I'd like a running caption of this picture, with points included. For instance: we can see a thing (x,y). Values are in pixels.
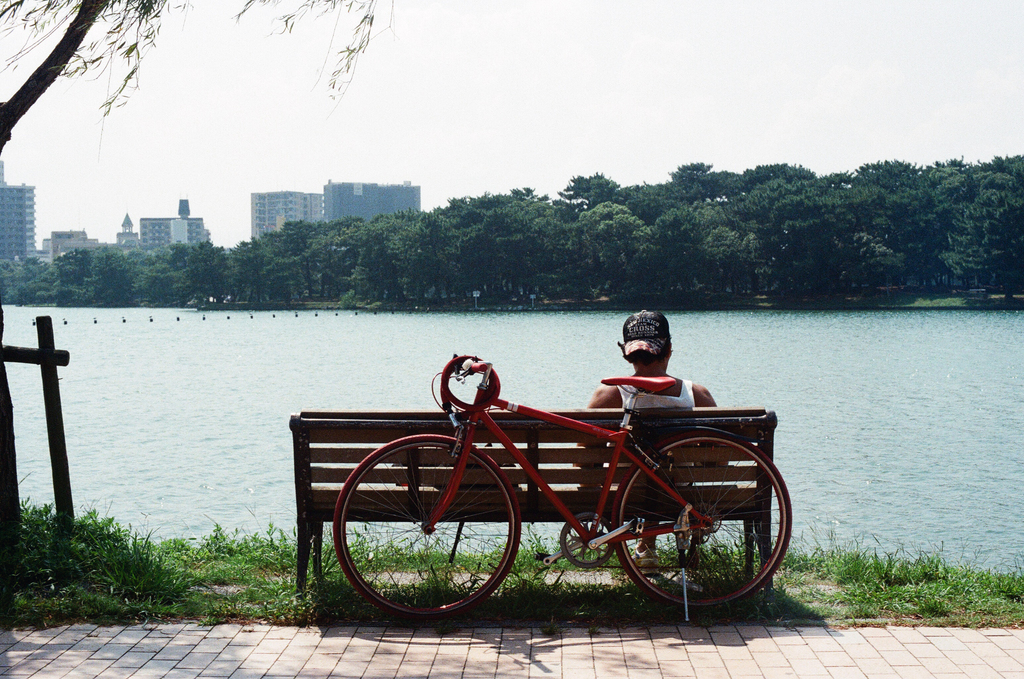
This image is clicked outside. There is sky (550,140) on the top (749,106), there are trees (774,289) in the middle (367,274) and water (434,333) in the middle (434,333). There is a bench (755,492) and bicycle (695,530) is near that bench (659,511). A person (646,405) is sitting on the bench (620,415). There is grass (811,582) in the bottom (120,588). There are buildings (281,215) on the left side (179,228).
